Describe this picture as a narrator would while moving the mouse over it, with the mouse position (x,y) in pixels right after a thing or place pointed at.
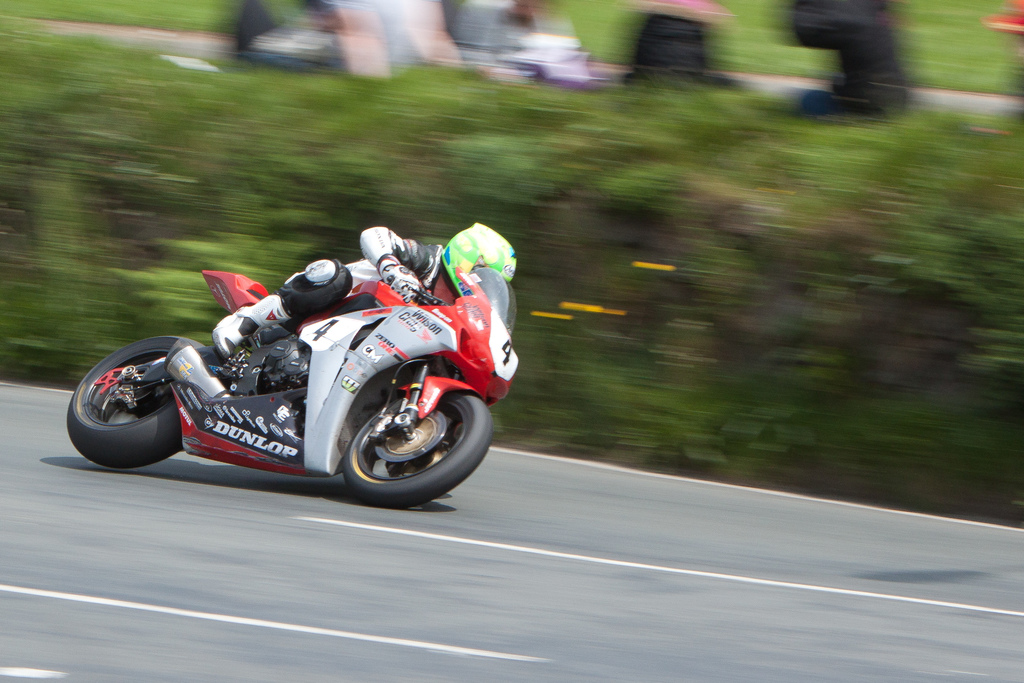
In the middle of the picture (376,253), we see the man (425,283) wearing the green helmet (449,276) is riding the red bike (447,359). At the bottom (571,588), we see the road (519,545). Beside him, we see the trees (580,292) or shrubs (301,199). At the top (309,66), we see the people (665,34) are standing. This picture is blurred in the background (519,240).
